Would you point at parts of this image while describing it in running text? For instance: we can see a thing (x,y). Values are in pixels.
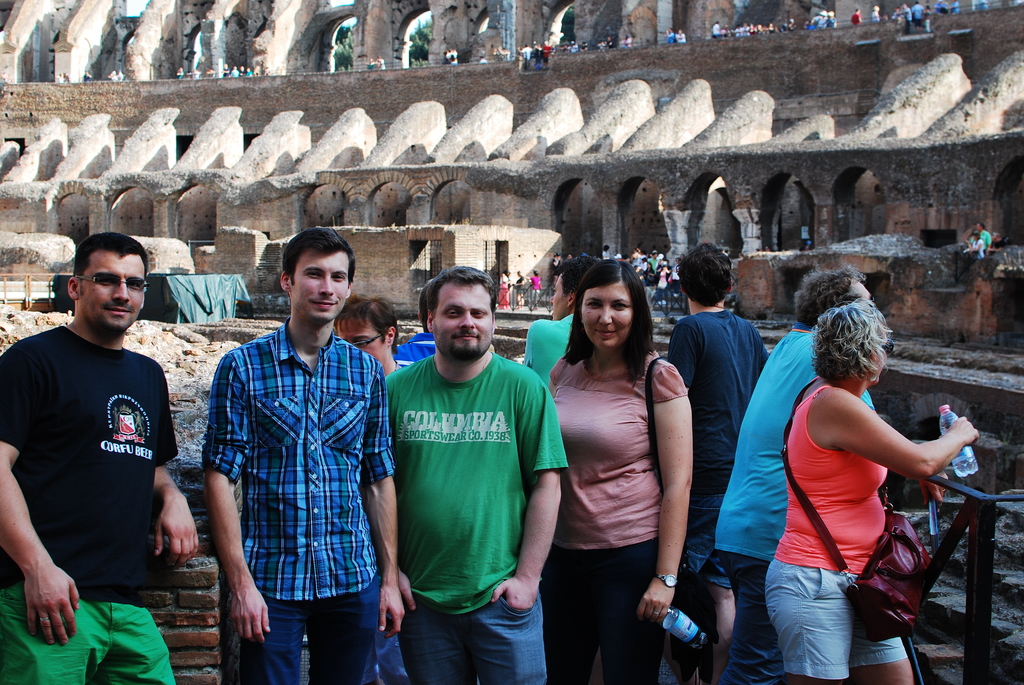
At the front of the image (569,470) there are few people (529,445) standing. Behind them there are brick walls (198,452). And in the background (433,76) there are arches (846,178), brick walls (848,87) and pillars (515,124). And also there are many people (761,24) standing in the background (750,34).
